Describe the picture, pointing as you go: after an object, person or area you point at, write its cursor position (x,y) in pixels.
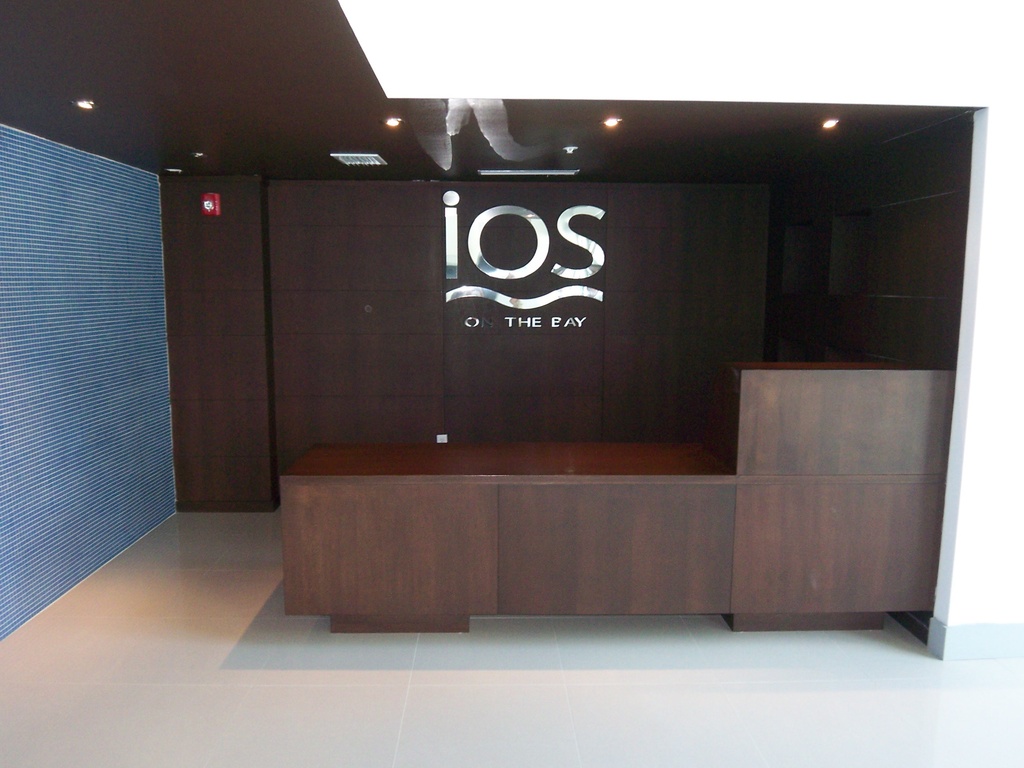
In front of the image there is a wooden desk (520,485), behind the desk (538,520) there is a name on the wooden wall (263,284) and some object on the wall (247,242). At the top of the roof (377,169) there are lamps (834,120).
